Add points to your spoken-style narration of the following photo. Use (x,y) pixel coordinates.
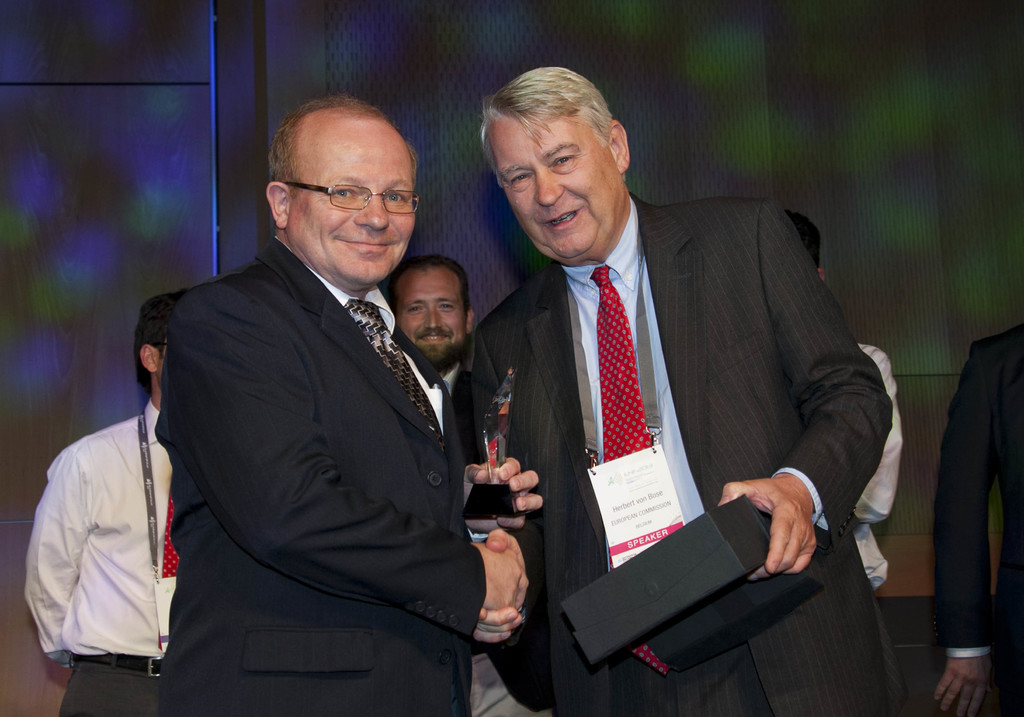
In this image there are a few people (439,529) standing with a smile on their face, one of them is holding a box (672,585) and in the background (208,64) there is a wall (672,97).
